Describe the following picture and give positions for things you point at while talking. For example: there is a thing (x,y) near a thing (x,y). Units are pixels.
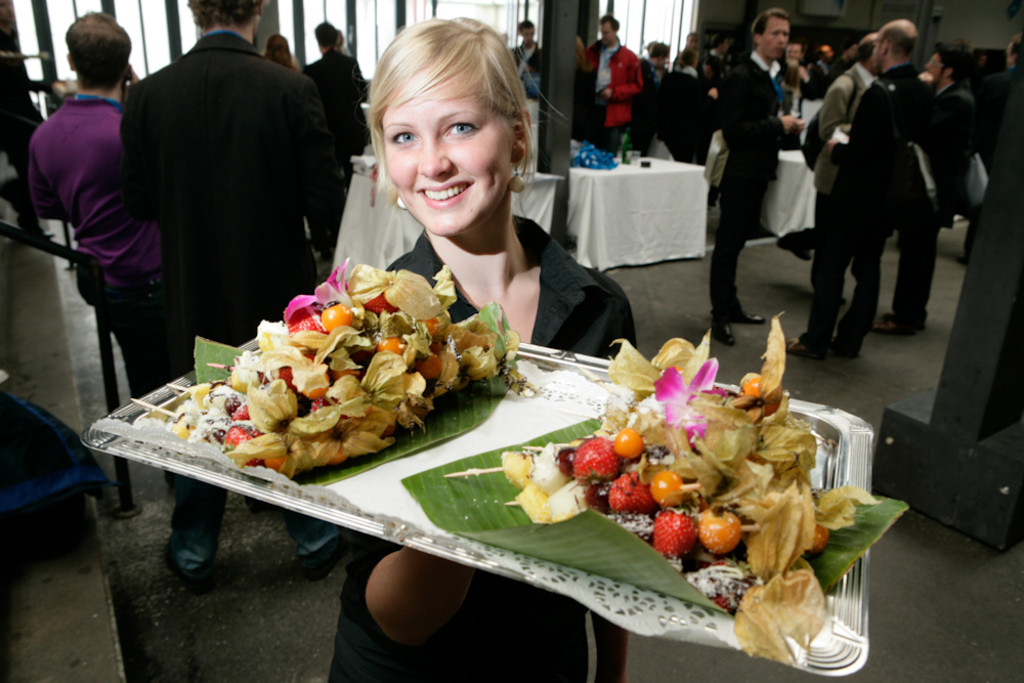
There is a woman (434,665) standing at the center (552,249) and she is holding a serving plate (138,420). This is a delicious item (642,430) which is on the serving plate (848,438). There is a group of people (884,228) who are standing in the background (673,86) having a conversation.
